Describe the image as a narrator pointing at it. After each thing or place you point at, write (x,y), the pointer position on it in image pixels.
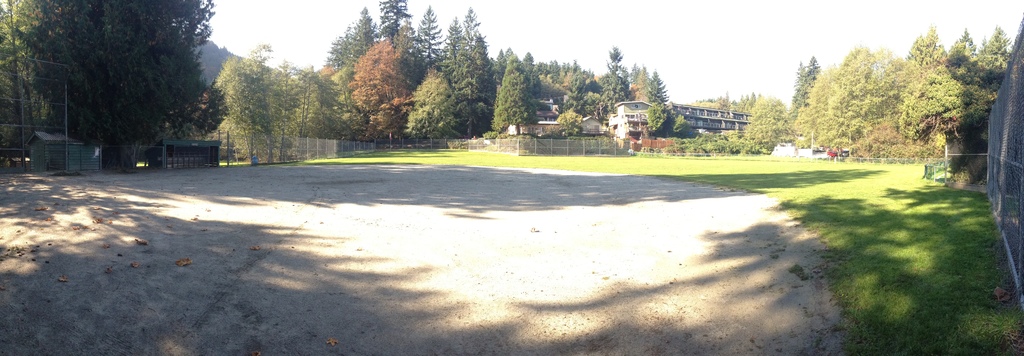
In this picture I can see trees (422,135) and buildings (644,124). In the background (639,35) I can see the sky (629,35). On the left (333,151) I can see fence (236,157) and poles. I can also see grass (315,158) and other objects (93,153) on the ground (283,170).
